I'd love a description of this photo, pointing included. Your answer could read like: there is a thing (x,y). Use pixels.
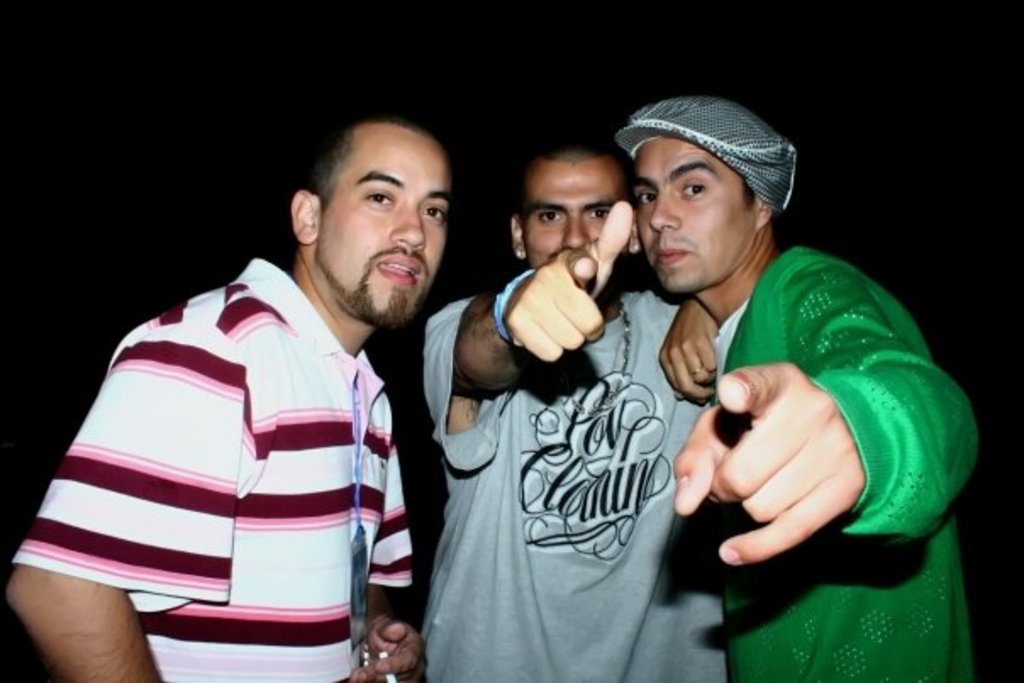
There are three men (526,439) standing. This man (834,447) wore a cap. The background (868,177) looks dark.
